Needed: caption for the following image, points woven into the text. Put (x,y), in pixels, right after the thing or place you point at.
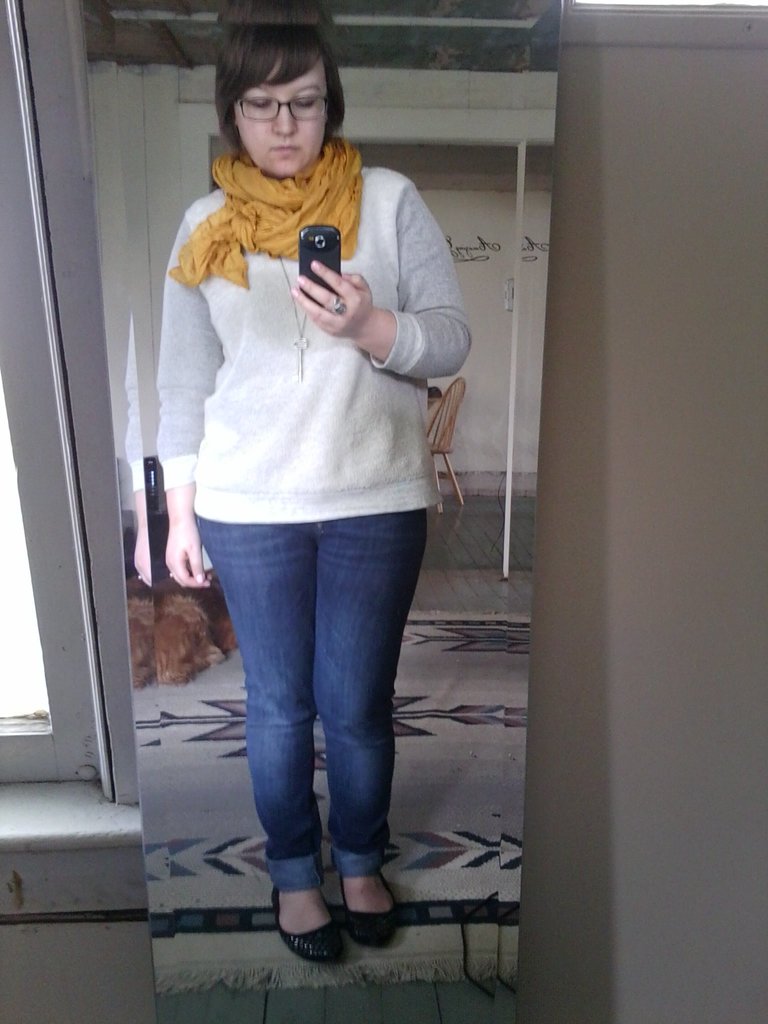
On the mirror (342,652) we can see the reflection (312,652) of a woman (312,652) standing on the floor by holding a mobile (326,261) in her hand (310,287). In the background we can see the wall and window (23,663) on the left side (47,426).
